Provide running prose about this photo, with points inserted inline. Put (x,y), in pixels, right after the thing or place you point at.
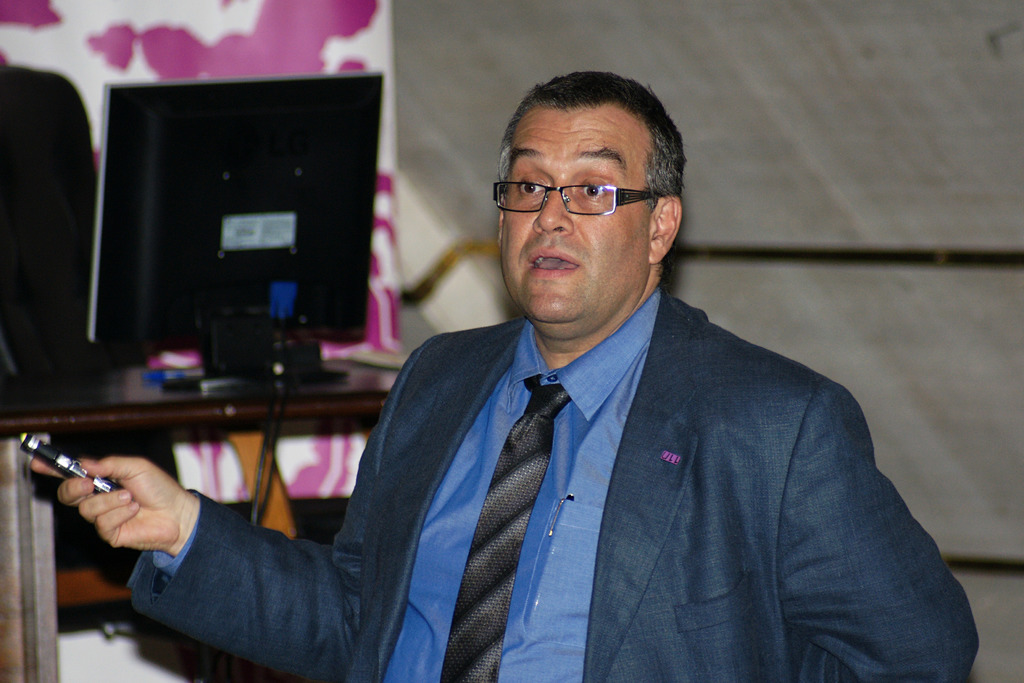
In this image in the foreground (529,336) there is one person (474,465) who is holding some pen (56,453) and talking, and in the background (227,175) there is a computer (198,282). On the table (285,401) and there is a curtain (308,40), and a wall (822,213) and some objects (75,584).
